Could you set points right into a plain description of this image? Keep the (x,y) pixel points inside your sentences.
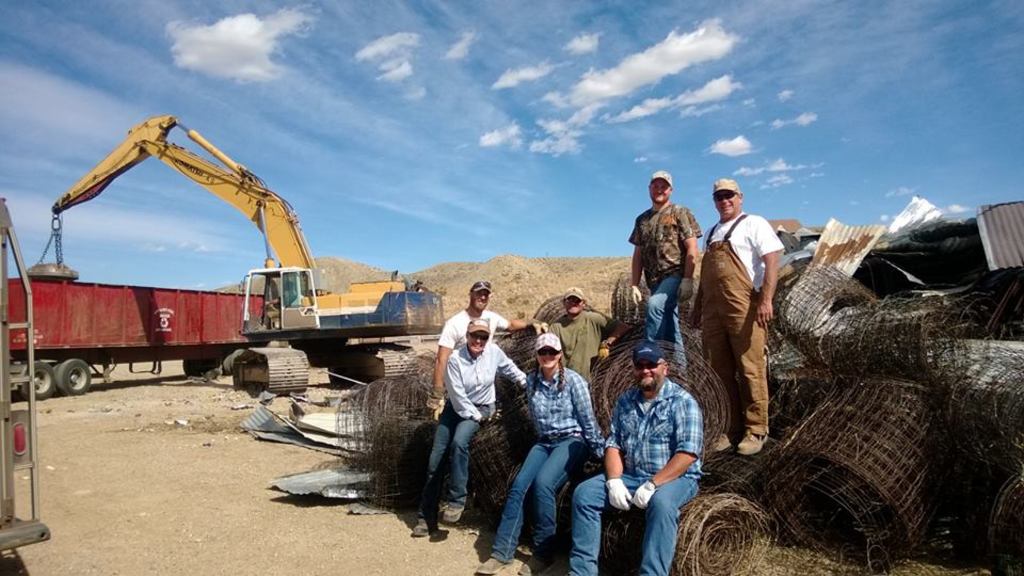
In this picture we can see four persons (734,301) standing and three persons (587,415) sitting here, on the left side (333,352) there is a crane (331,351) and a truck (135,351) here, in the background (426,142) there is the sky (332,205), we can see some sheets (828,253) here.
